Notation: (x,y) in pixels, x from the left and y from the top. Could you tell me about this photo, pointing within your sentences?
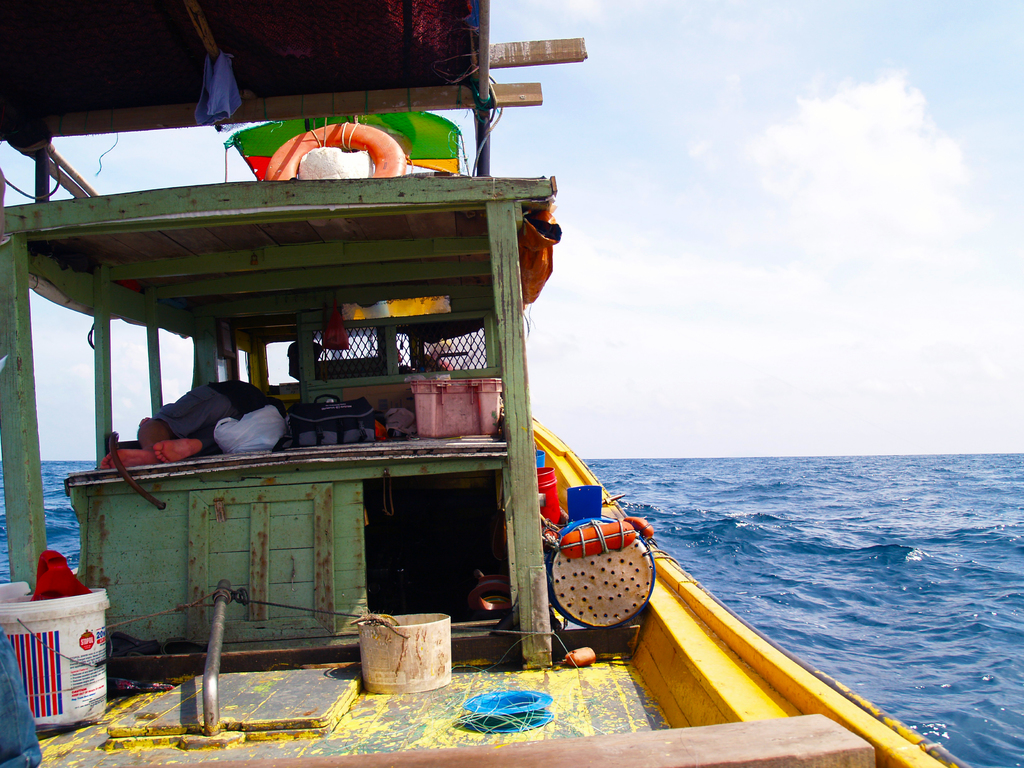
In this image I can see the boat (572,645) on the blue color water (831,573). On the boat (668,636) I can see the wooden object (224,531). Inside the wooden object (205,477) there are many objects (239,444), bags (233,431) and boxes (439,425). I can also see the bucket (60,662) to the left (74,644). In the back (286,168) there is a orange color tube (308,149). In the background (606,126) I can see the clouds (833,106) and the sky (622,95).
